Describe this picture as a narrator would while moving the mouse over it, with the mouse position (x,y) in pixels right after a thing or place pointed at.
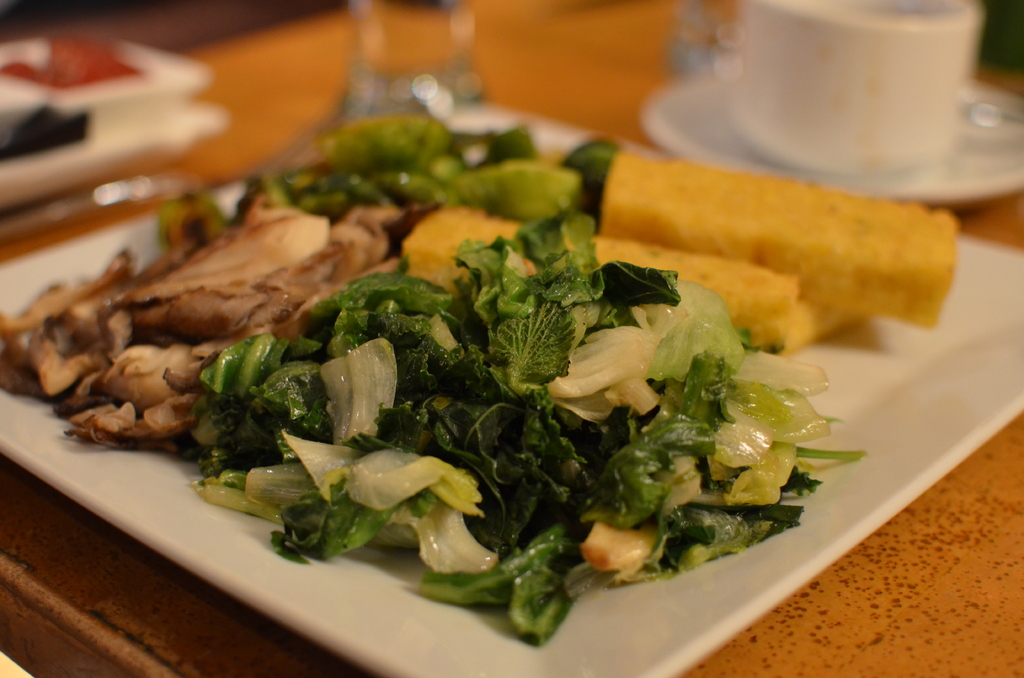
In center of this picture (480,347) we can see the platters (1005,298) containing the food items (433,287) and we can see a cup (854,82) with a saucer (1001,144) and some other items (468,68) are placed on the top of the table (923,576).
